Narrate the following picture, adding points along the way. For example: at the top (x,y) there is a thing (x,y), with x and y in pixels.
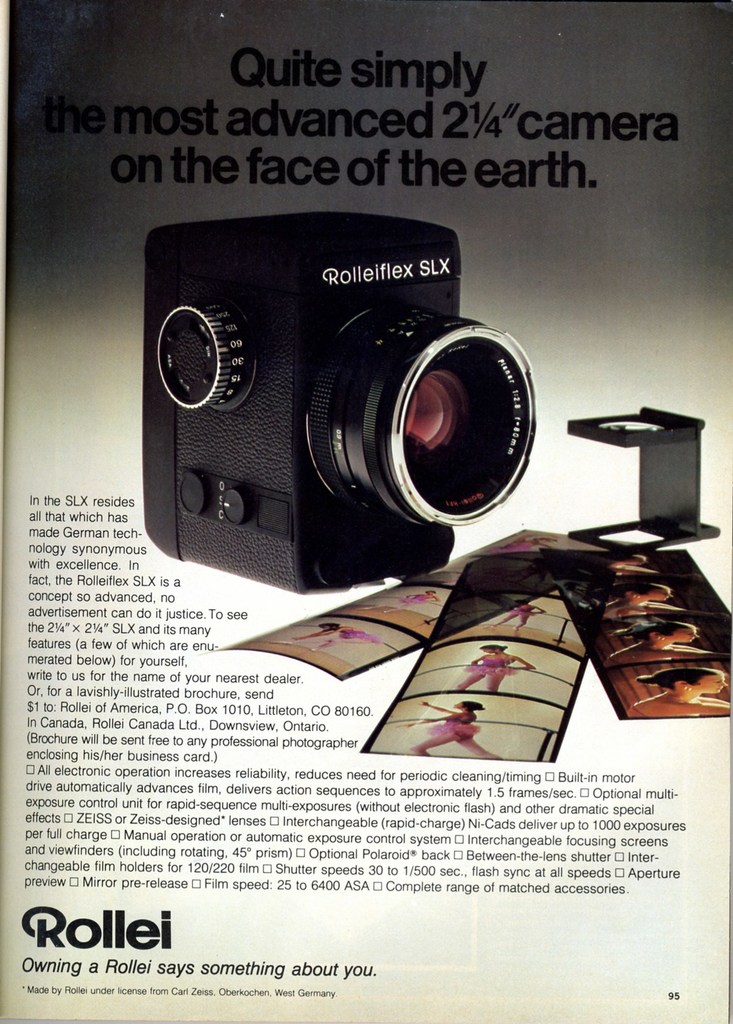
In this picture I can see a poster (280,447) with some text (129,971) and I can see picture (368,441) of a camera (368,441) and few photographs (475,755).
